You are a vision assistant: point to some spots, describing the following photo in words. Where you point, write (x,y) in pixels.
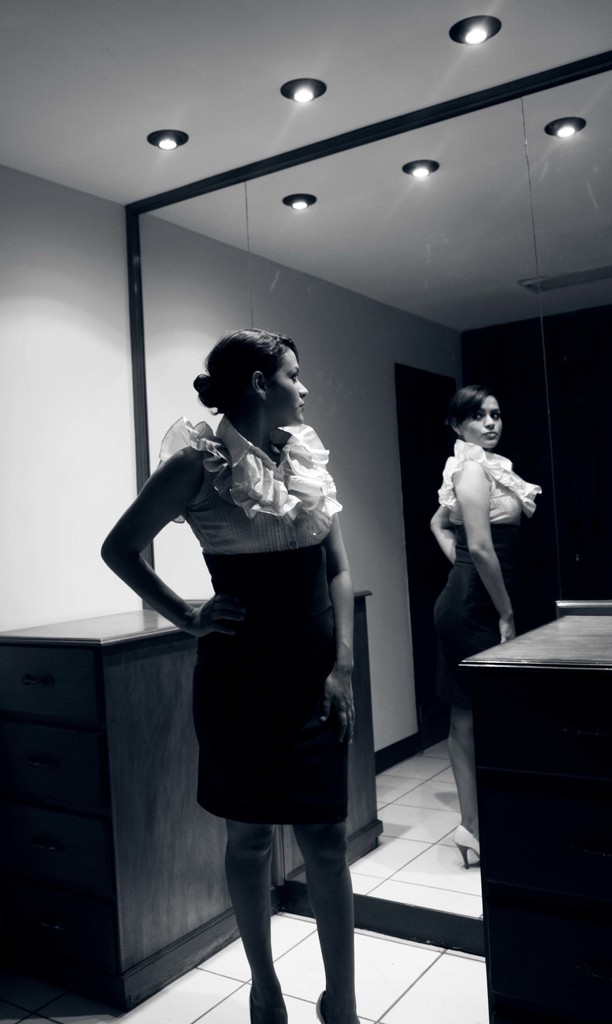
In this image I see a woman (325,1016) who is standing in front of a mirror (313,292) and there is a cupboard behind her and lights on the ceiling (175,164).
